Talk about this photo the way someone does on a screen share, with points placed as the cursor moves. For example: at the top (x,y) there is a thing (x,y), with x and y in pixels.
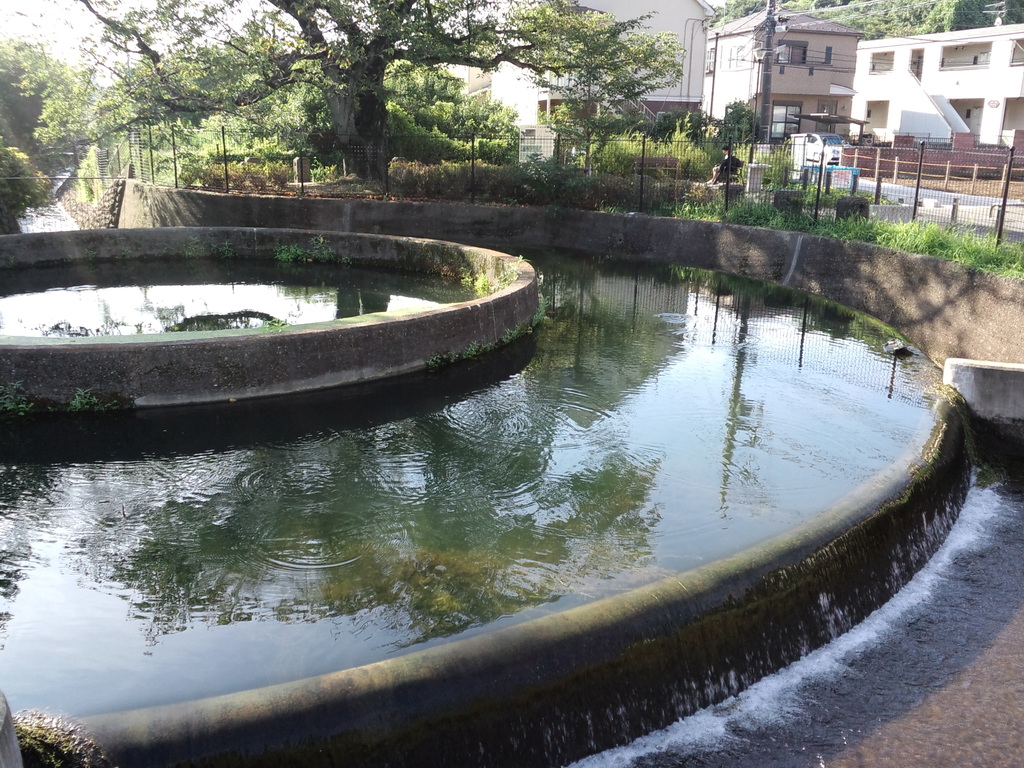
In this image I can see water (650,374) in the front (642,539). In the background (545,176) I can see fencing (895,166), grass (918,224), bushes (540,179), few trees (568,118) and few buildings (521,73). I can also see a person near these buildings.
